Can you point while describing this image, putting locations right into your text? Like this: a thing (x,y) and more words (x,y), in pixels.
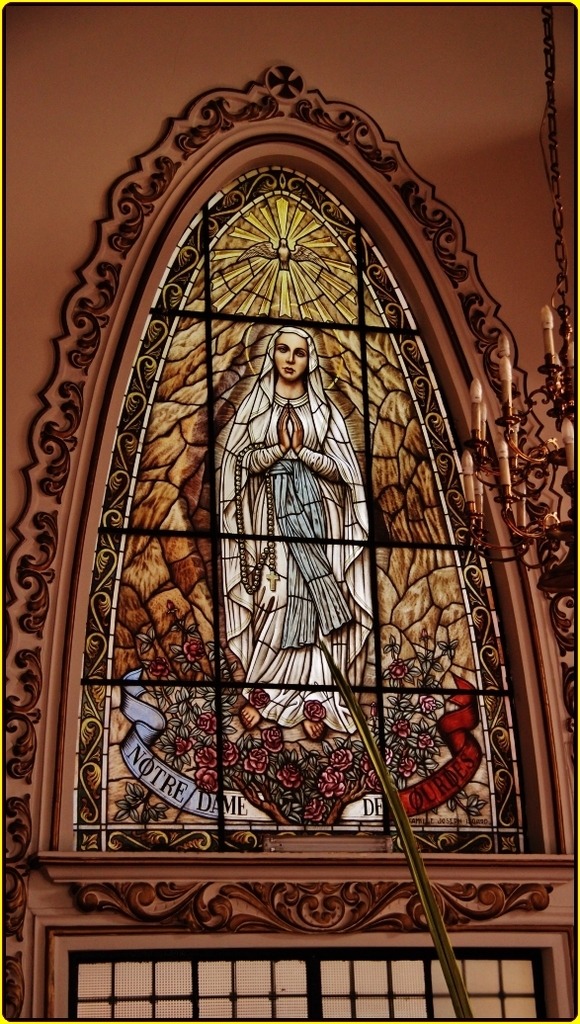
In this image we can see designed wall (546,613), chandelier (510,417) and grill (308,1009).
